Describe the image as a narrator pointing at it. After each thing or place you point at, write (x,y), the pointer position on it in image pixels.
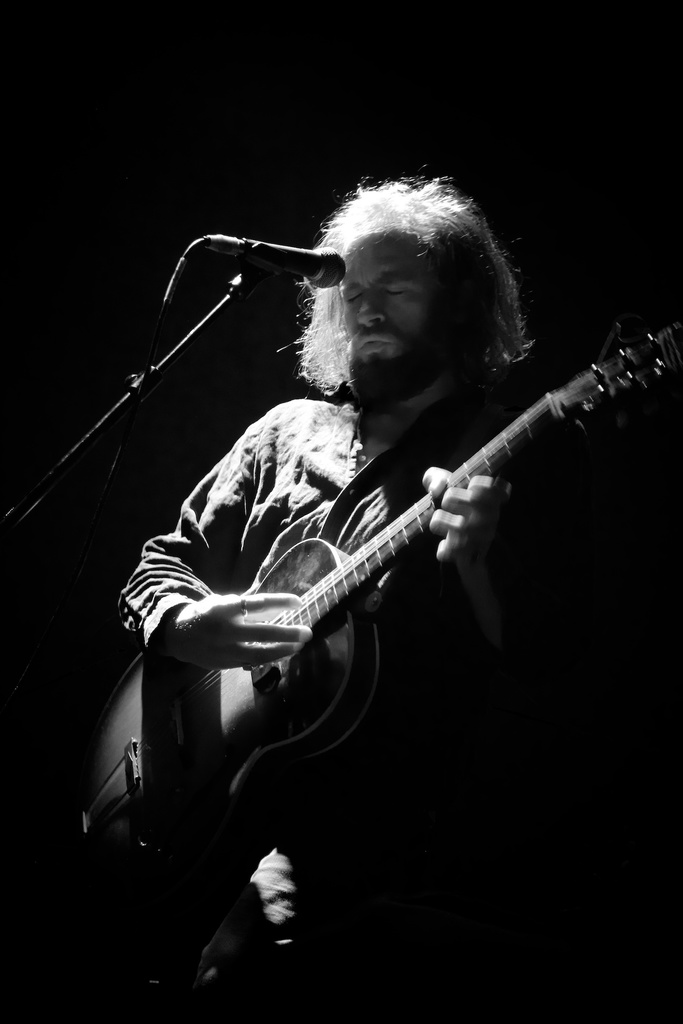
A black and white picture. This man (364,309) is playing guitar (270,704) in-front of mic (325,270).
